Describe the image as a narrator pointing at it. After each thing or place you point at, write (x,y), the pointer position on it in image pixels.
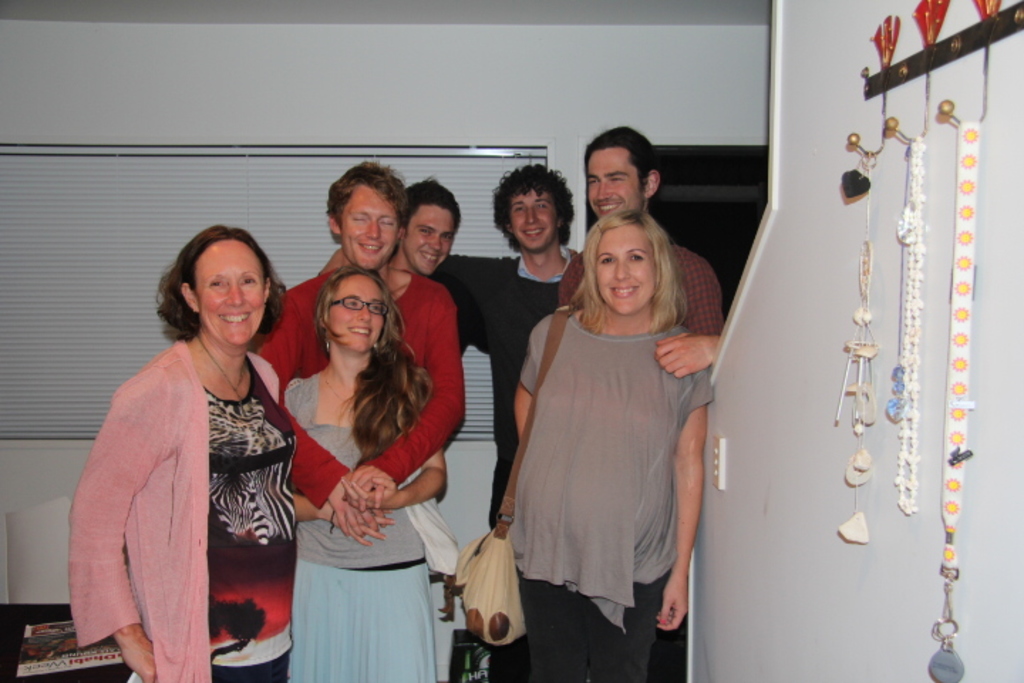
In this picture we can see a few people (169,472) standing and smiling. We can see a woman (631,267) wearing a bag (491,636). There are a few decorative items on the stand (951,51) on the right side (852,520). We can see a magazine (77,632) on a black surface (19,642). There is a window blind (149,182) and a wall (200,139) in the background (332,85).
